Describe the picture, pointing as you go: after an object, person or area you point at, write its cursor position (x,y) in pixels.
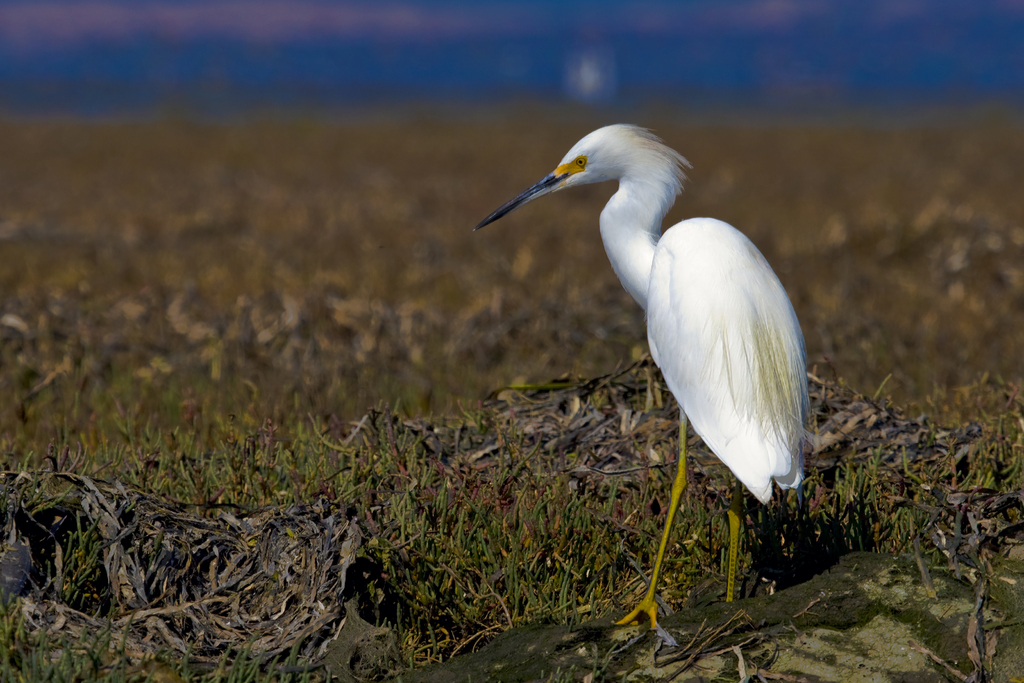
In this picture there is a Snowy egret (664,341) on the right side of the image (702,380) on the grass land (809,502) and the background (297,123) area of the image is blur.
